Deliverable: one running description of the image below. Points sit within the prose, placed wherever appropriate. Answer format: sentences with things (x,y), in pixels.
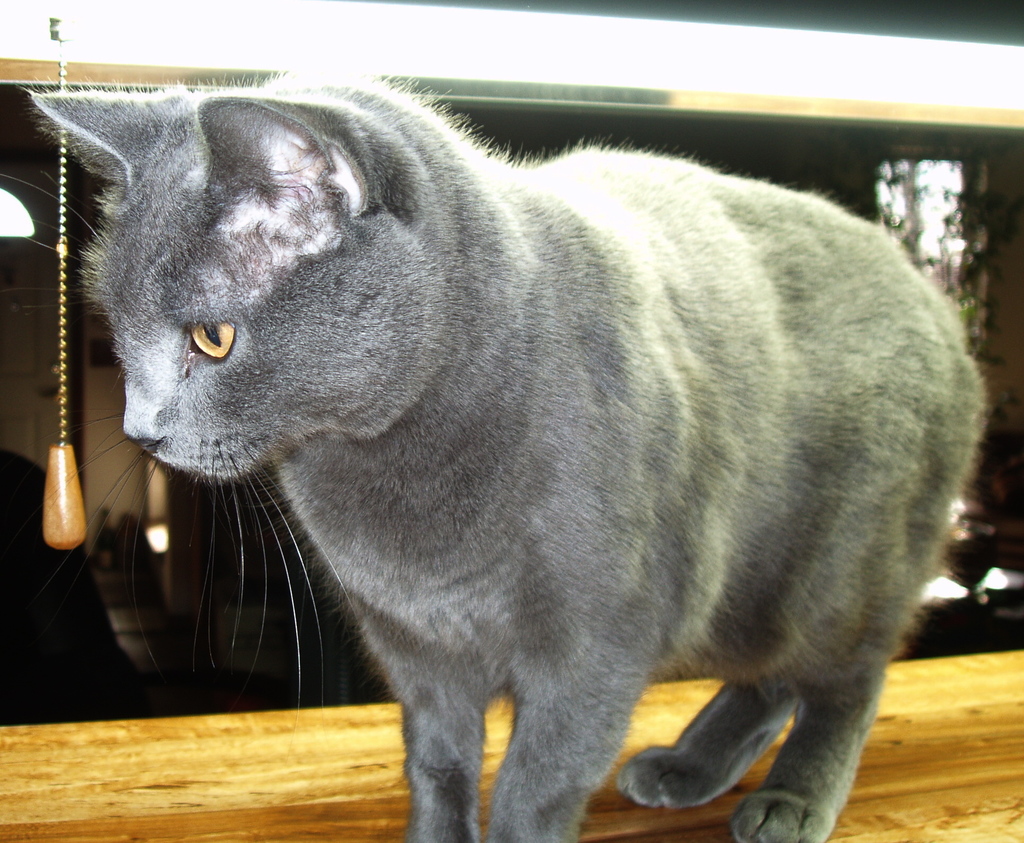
In the image there is a grey color cat (416,491) on the wooden surface (349,773). At the top of the image (490,41) there is a light (72,42).
